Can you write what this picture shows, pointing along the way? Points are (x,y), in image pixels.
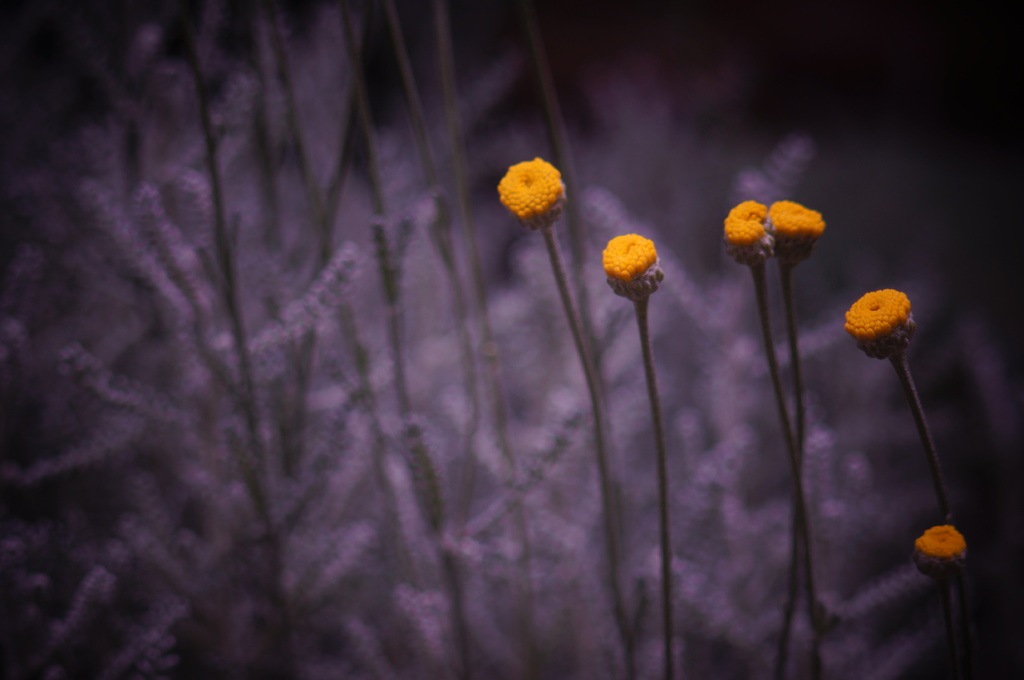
This is an edited image. On the right side (797,244), I can see few orange color flowers (523,187) to the stems (926,434). In the background (511,388) there are some plants (383,424).
